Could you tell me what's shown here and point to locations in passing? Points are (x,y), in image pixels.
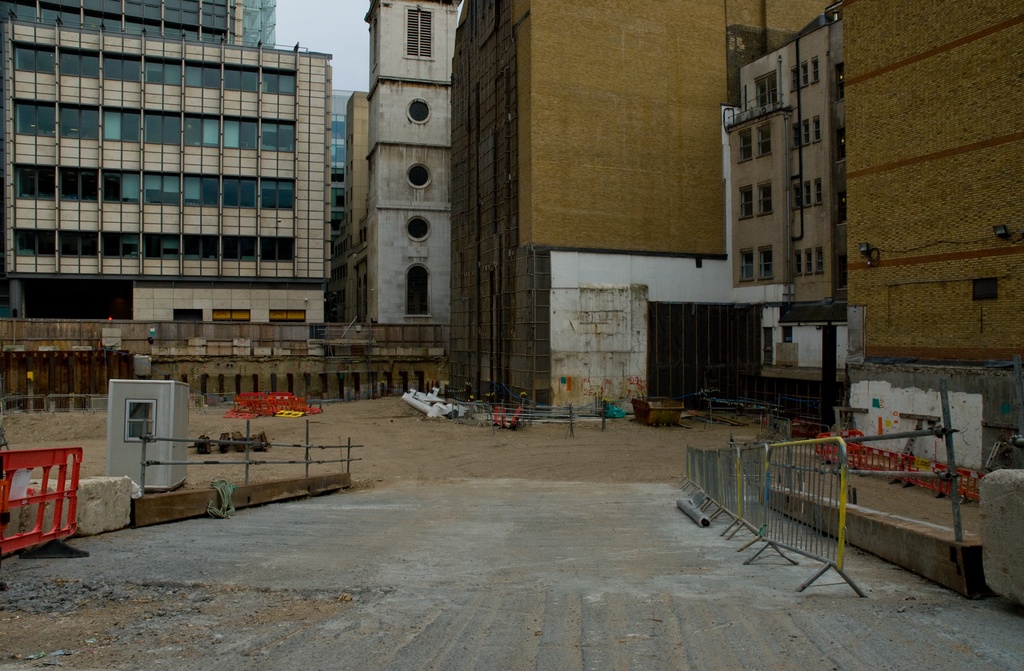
In this picture there are buildings (853,192). In the foreground (953,459) there are railings (955,477). There are lights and there is a pipe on the wall (927,331). At the top (348,74) there is sky (348,74). At the bottom (609,500) there is mud (475,432).
